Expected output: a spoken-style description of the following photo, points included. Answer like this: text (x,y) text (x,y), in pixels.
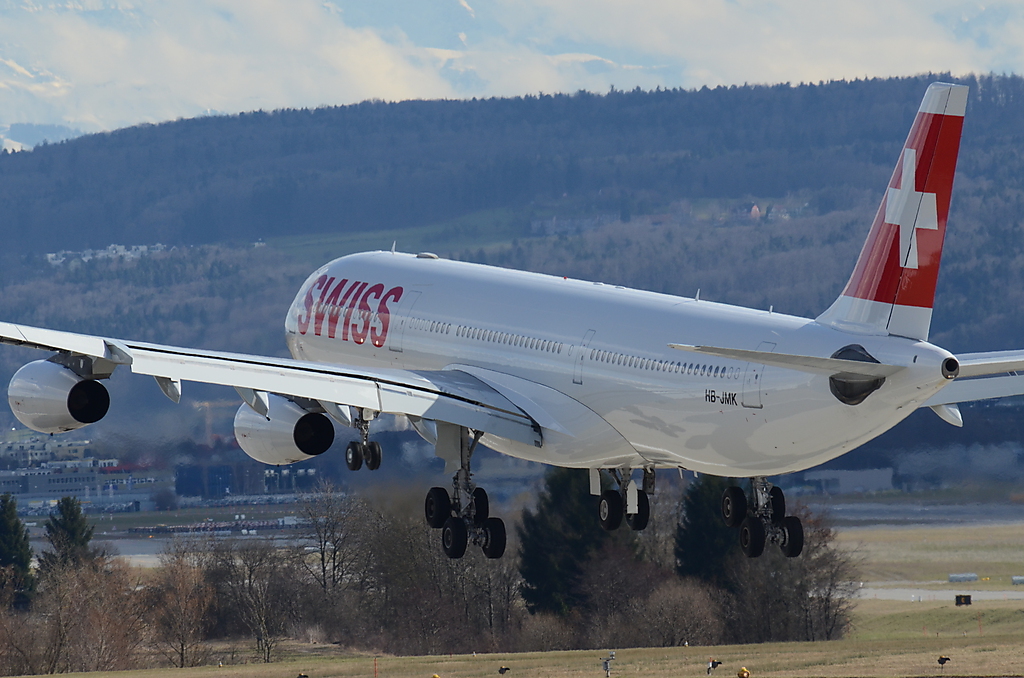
In the image we can see an airplane (593,358), white and red in color. There is a grass (827,657), trees (573,526), buildings (190,494), mountain (210,233) and a cloudy sky (329,32). We can even see birds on the grass (912,651).
